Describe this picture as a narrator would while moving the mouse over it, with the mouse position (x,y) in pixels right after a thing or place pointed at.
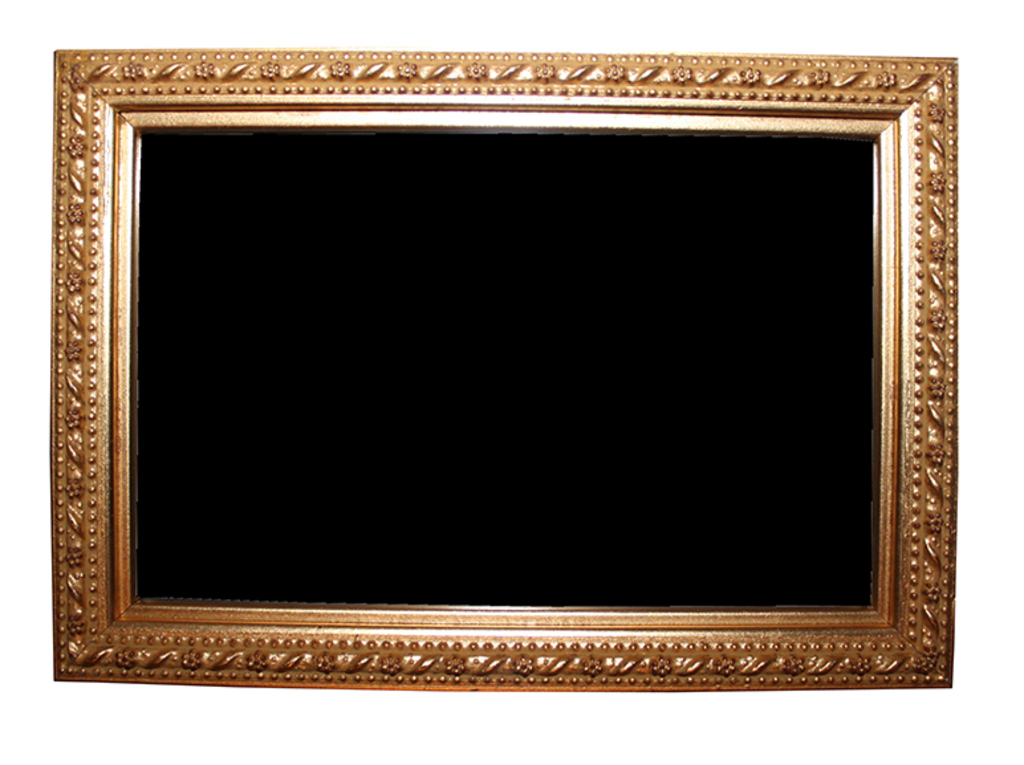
In this picture we can see an empty frame (871,625) and in the background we can see it is white color.
